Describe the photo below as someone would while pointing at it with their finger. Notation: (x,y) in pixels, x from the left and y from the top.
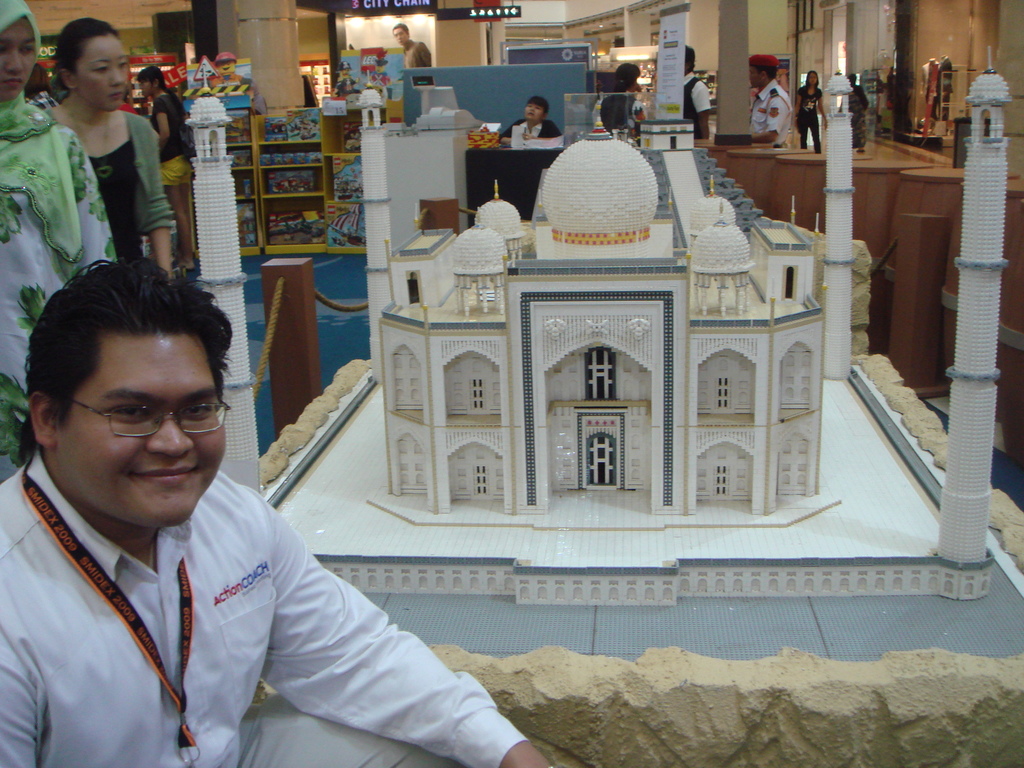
In this image there are a few people (221,324) standing and sitting on the floor (259,341), at the center of the image (499,414) there is a depiction of taj mahal (632,403), behind that there is a boy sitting at the counter (566,141), beside him there are few objects (321,232) arranged in a rack (266,235), there are a few banners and some other objects (764,171). In the background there are few stores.
